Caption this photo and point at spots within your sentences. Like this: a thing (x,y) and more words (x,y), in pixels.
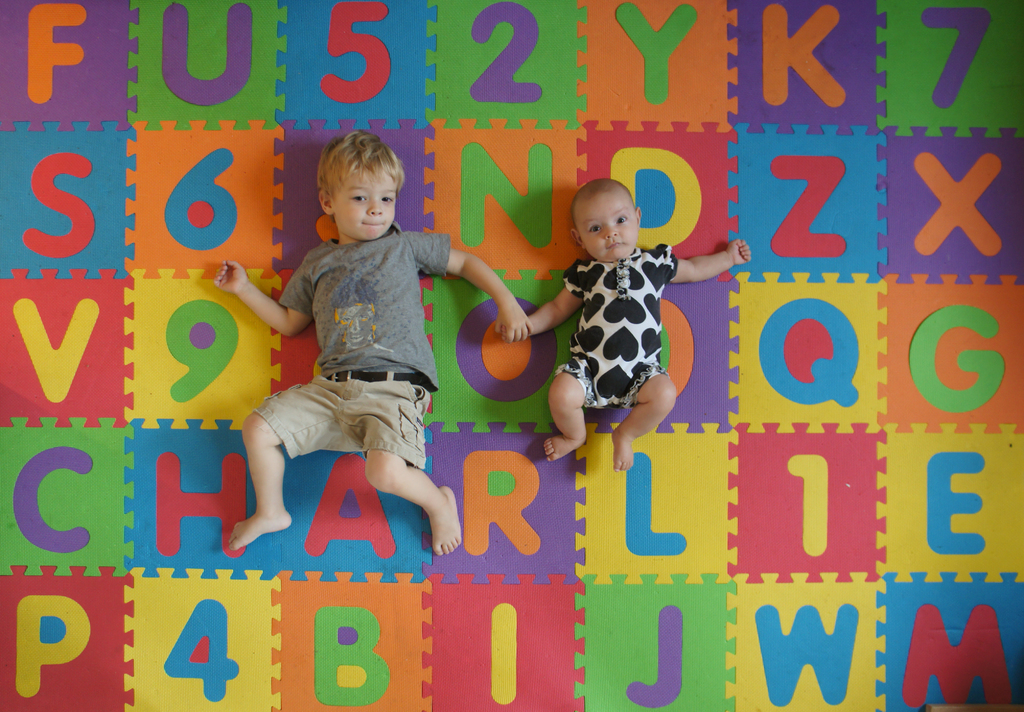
Here we can see two kids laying on the colorful surface (111,307) with letters (817,17).
